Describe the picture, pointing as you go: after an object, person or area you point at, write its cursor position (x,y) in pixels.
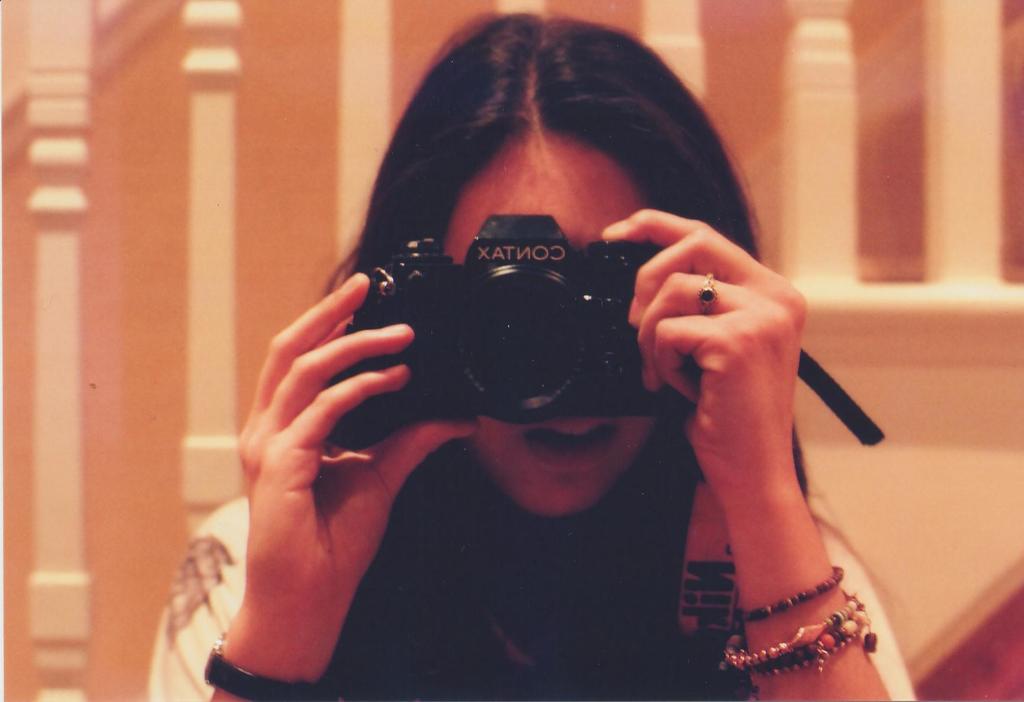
In this picture we can see a woman (609,503) is holding a camera (589,313), in the background (775,83) there is railing (655,44) and a wall (160,131).
